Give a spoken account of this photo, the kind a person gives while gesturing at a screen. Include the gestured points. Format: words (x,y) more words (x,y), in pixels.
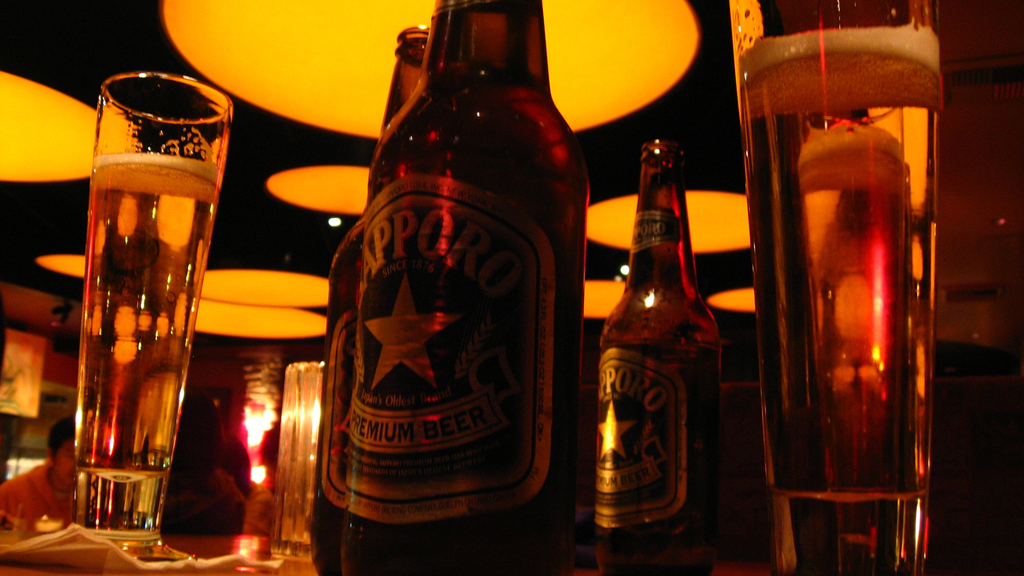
This picture is of inside. In the foreground (146,303) we can see a glass of drink (164,215) and bottles (680,461) placed on the top of the table (209,547). In the background (276,48) we can see the lights (259,35) and group of persons (206,474).
